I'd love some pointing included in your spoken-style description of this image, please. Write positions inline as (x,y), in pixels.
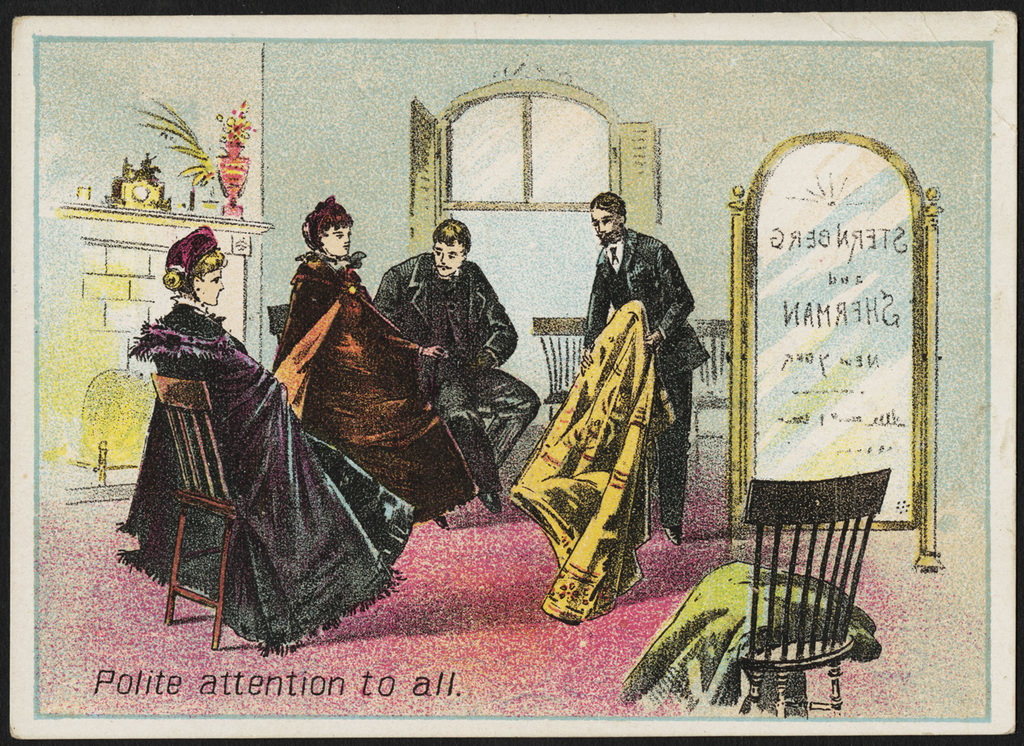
In the picture we can see a photo frame (33,441) with some painting (788,532) of some people (324,544) are sitting on the chairs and one man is standing and holding a cloth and behind them, we can see a wall (954,321) with door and window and on the wall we can see some things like flower vase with flowers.
